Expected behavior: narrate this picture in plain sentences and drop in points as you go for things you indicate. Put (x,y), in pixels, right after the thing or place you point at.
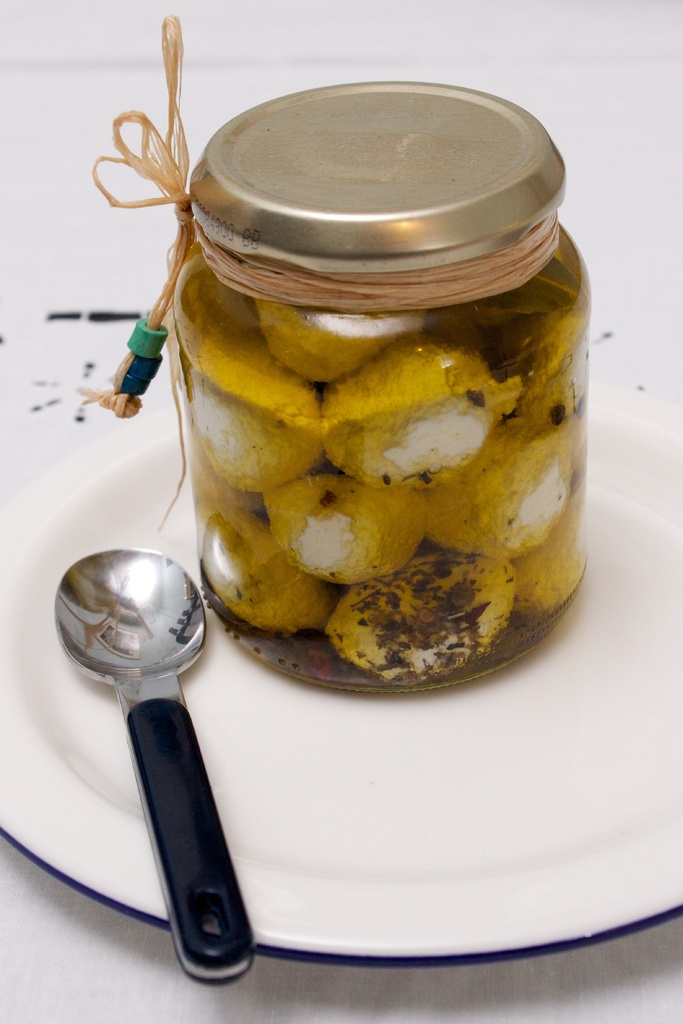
In this image there is a plate (38,659) on the table (53,1005). On plate (339,814) there is a spoon (188,778) and a jar (342,513). Jar (317,501) is tied with a thread (300,286).
